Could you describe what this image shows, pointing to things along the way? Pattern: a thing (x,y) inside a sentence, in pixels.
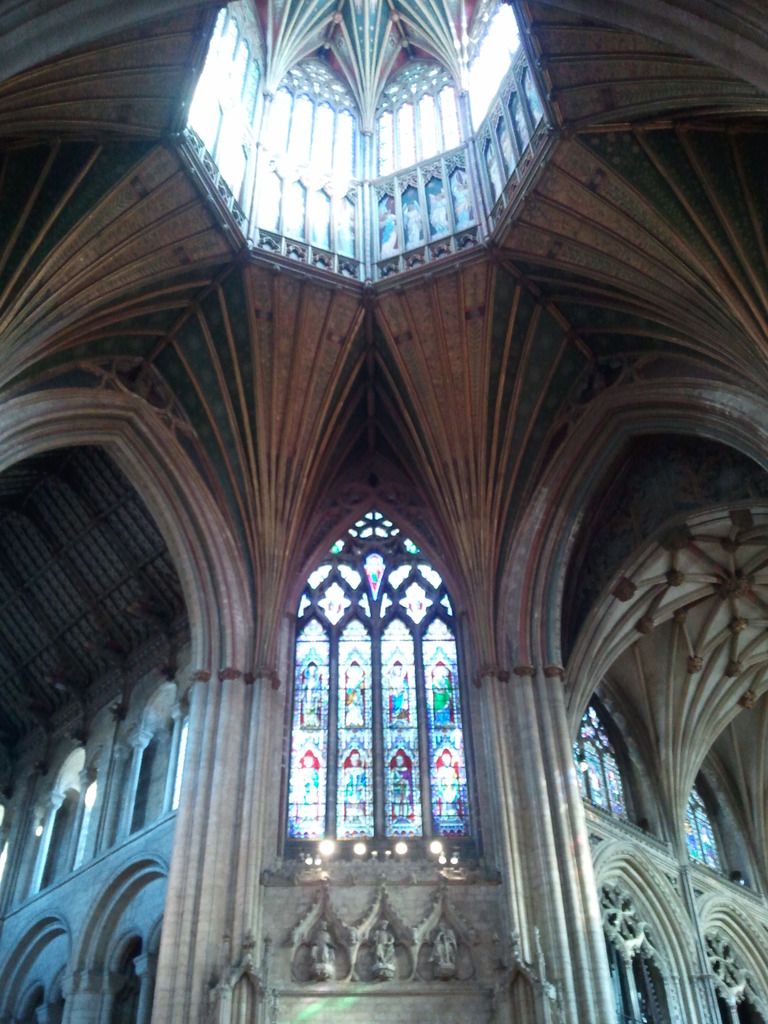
In the picture there is an interior architecture (46,403) of a building (619,328). There are some lights (431,845) on the wall (391,858). There is a window (378,687). And here, We can observe a dome (352,70) from inside.
